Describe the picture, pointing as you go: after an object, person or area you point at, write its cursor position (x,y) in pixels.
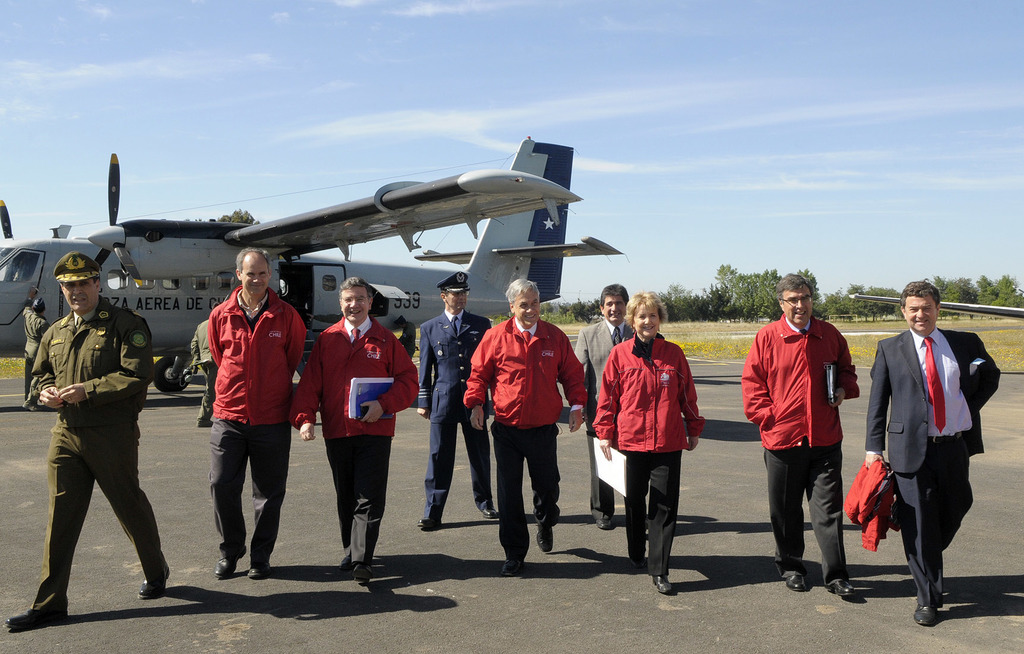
In this picture we can see group of men (533,370) and women (650,430) wearing red color jacket (647,372) are coming from the aircraft (424,318). Behind we can see a silver color aircraft (371,263) and some trees (670,296).
